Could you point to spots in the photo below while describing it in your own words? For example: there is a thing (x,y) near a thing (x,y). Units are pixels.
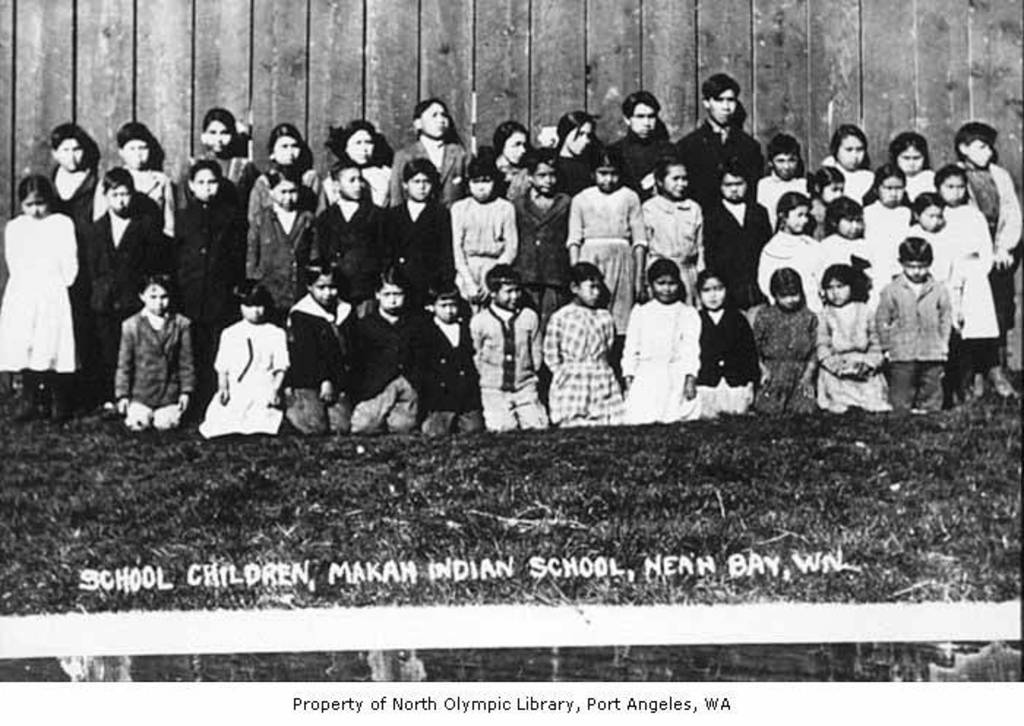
This is a black and white photo. In this picture we can see some people (613,228) are standing and some of them are sitting on their knees (572,407). At the bottom of the image (436,549) we can see the ground (470,507) and text (442,569). In the background of the image (160,27) we can see the wood wall (84,11).
